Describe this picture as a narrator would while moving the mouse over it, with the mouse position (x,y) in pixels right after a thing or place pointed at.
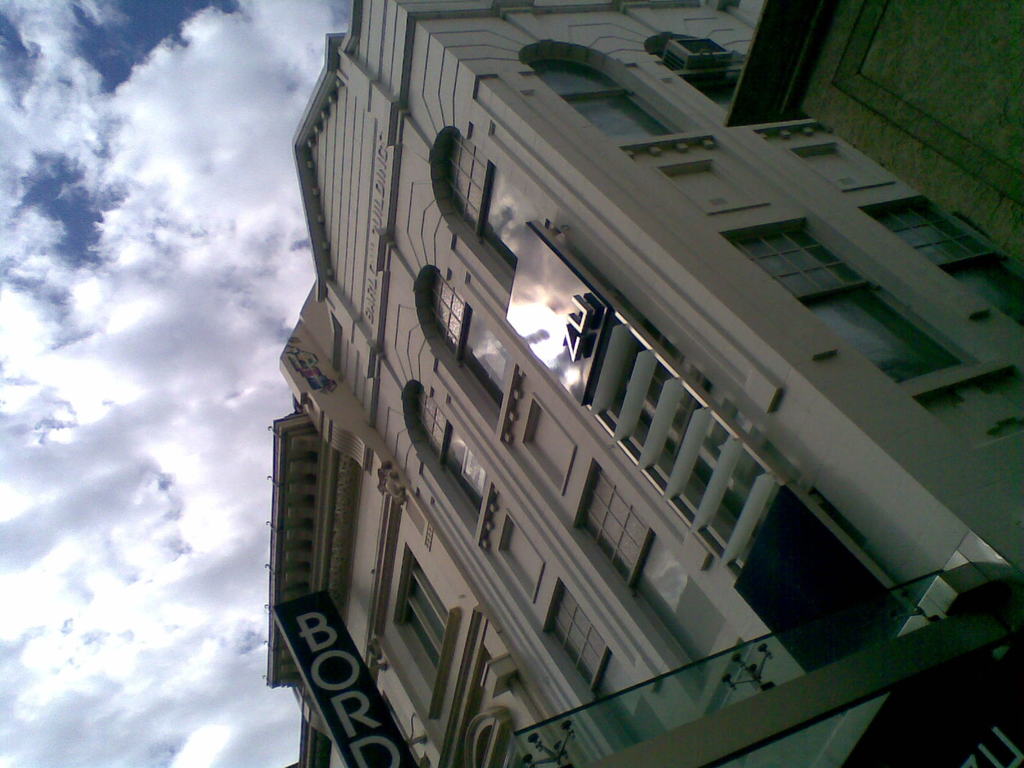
In the center of the image (470,416) there are buildings (716,479). At the bottom (370,743) we can see a board (350,664). In the background (202,406) there is sky (201,387).
